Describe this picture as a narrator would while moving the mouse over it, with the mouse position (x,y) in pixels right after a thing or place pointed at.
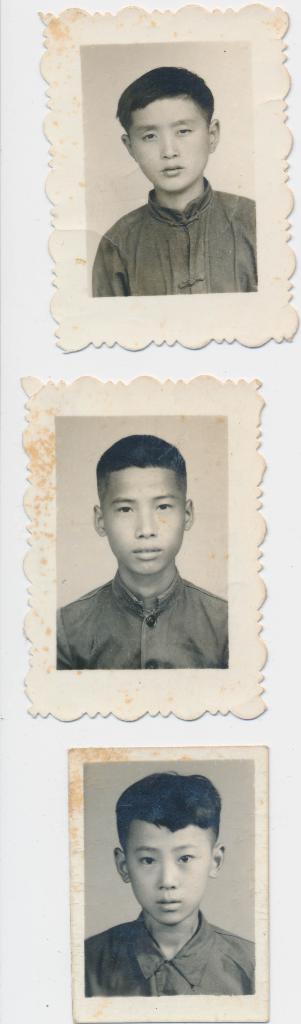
In this image, we can see some photos (102,336) pasted on the wall (15,470).
